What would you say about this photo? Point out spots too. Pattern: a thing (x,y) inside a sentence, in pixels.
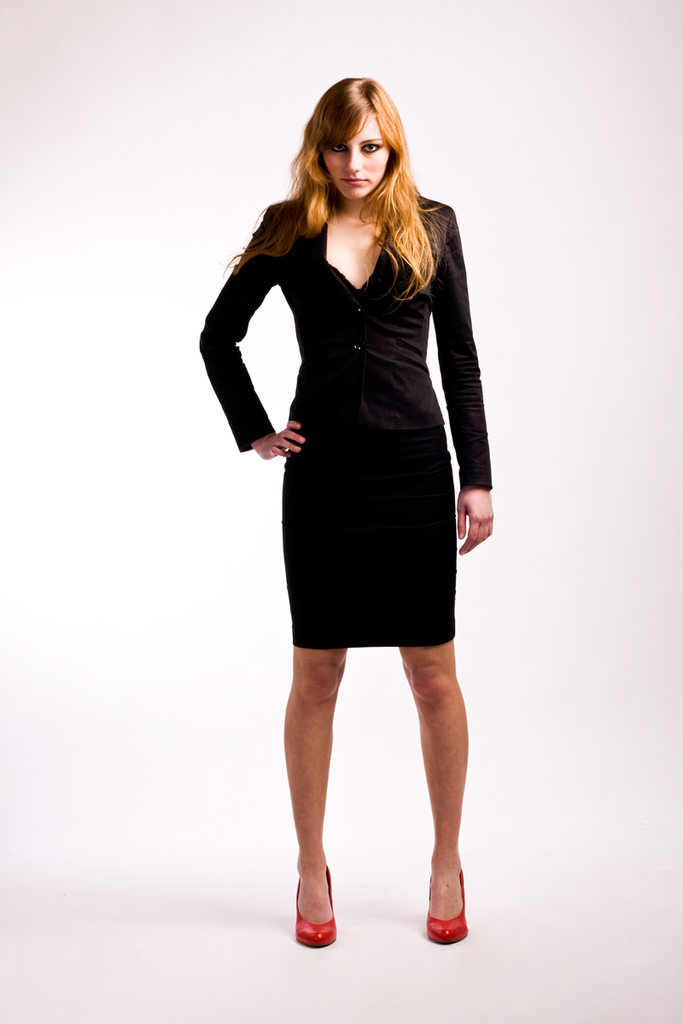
In this image we can see a woman (318,574) is standing she is wearing black color dress (405,351) and red shoe (312,931).
